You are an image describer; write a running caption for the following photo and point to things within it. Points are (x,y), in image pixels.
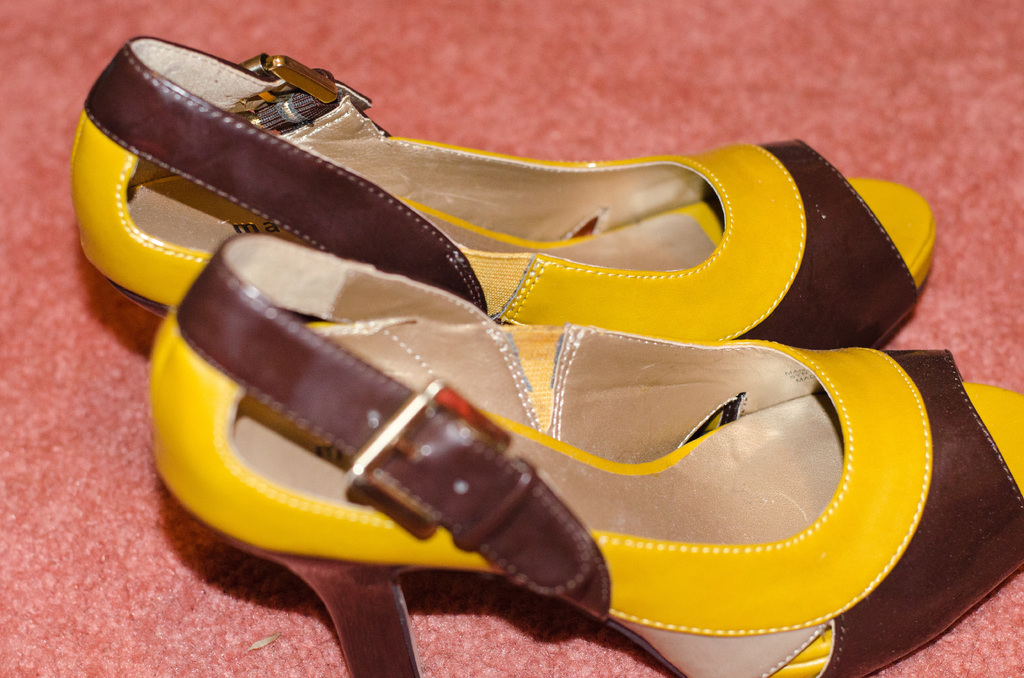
In the center of the image (579,329) we can see a footwear (373,350) placed on the mat (128,594).
